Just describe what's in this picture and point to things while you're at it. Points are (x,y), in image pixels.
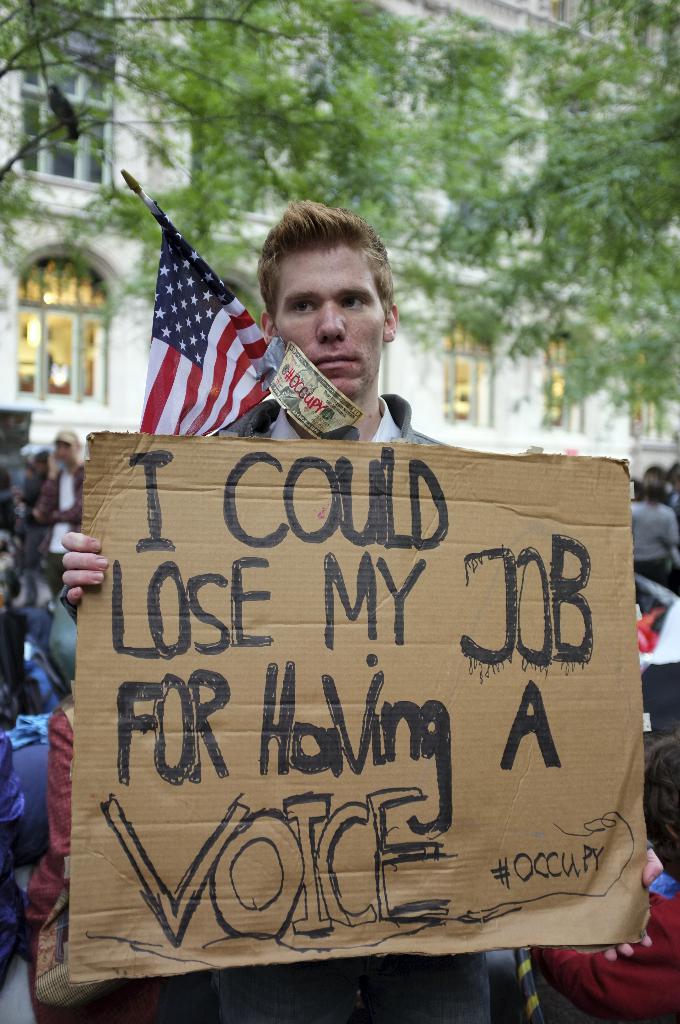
In this picture we can see group of people (305,288), in the middle of the image (346,392) we can see a man (376,280), he is holding a cardboard (276,815) and we can find some text (334,767) on it, behind him we can see a flag (173,243), in the background (225,266) we can see few trees (369,200) and a building (55,308).
